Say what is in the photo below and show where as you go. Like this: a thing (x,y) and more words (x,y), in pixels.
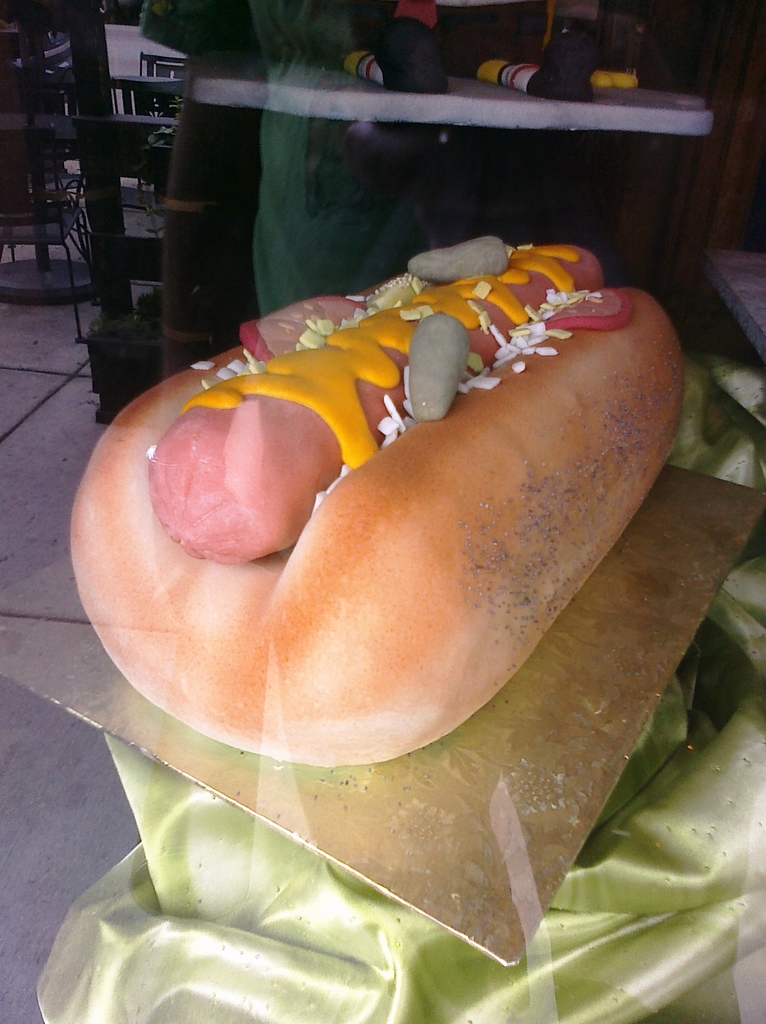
In this picture I can see the hot dog cake (564,310) which is kept on this board (469,742). At the top (325,121) there is a person (366,180) who is standing near to the table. On the table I can see some figurines (553,70). In the background (136,114) I can see the chairs (28,237) and poles (108,225). At the bottom (554,983) there is a cloth (372,1003).
